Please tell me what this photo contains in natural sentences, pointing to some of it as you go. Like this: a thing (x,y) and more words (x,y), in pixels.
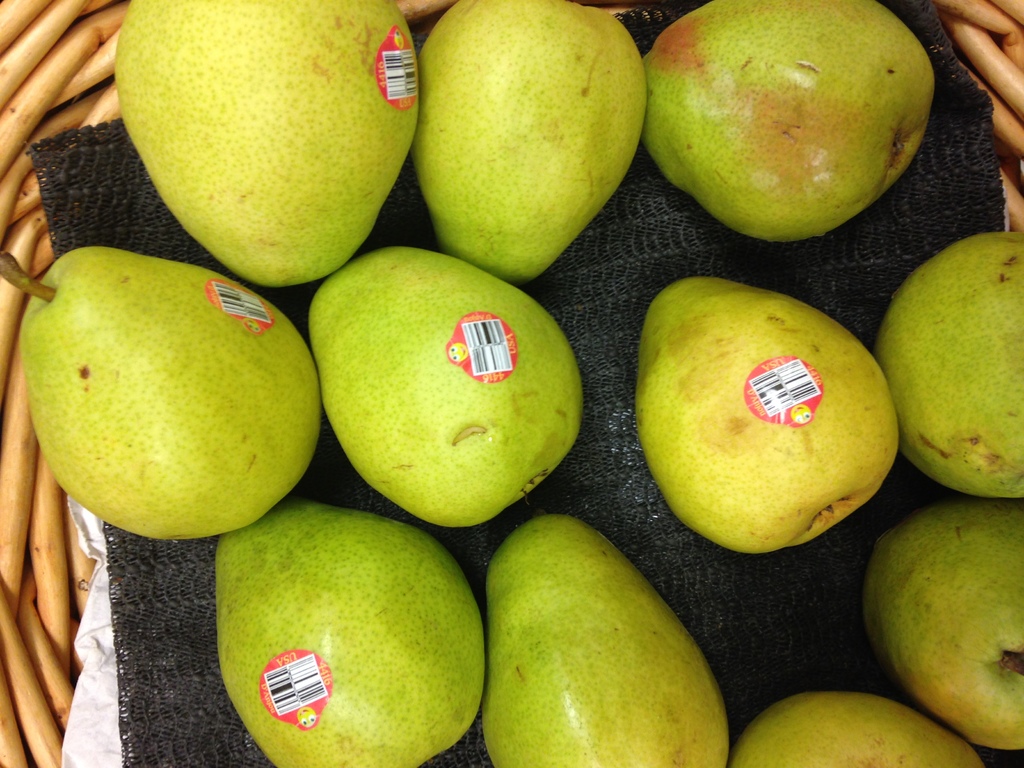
In this image there is a basket (72,583) with a cloth (170,679) and a few pears (359,326) in it.
